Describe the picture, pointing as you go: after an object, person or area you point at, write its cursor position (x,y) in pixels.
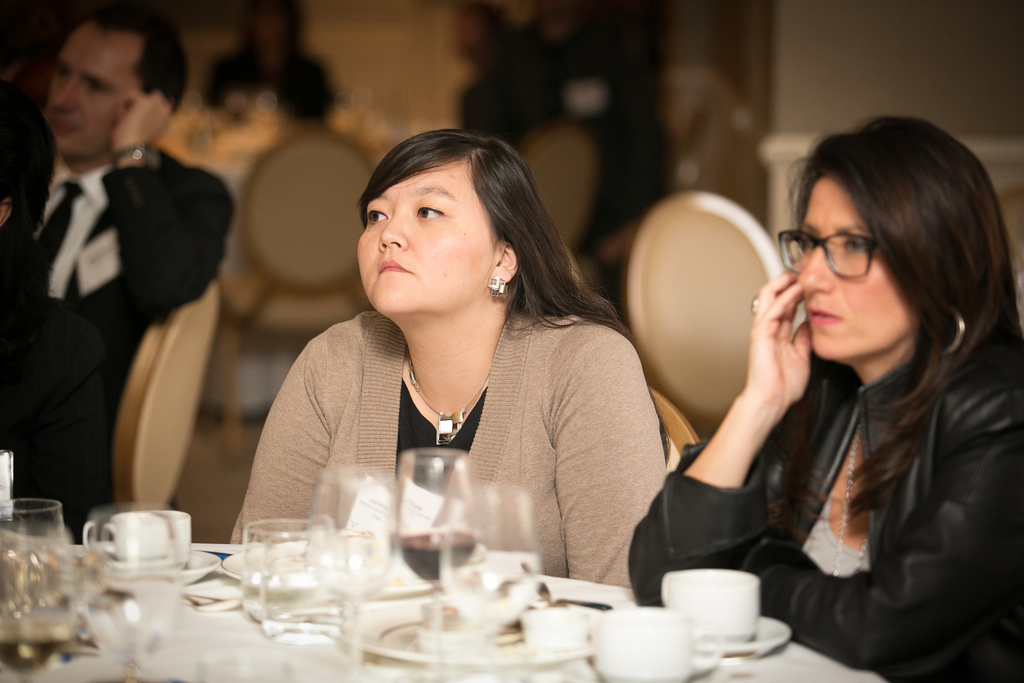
In the picture I can see two women (655,479) and men (160,207) are sitting on chairs (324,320). Here I can see a table (183,615) on which I can see some glasses (290,600), cups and other objects (533,643). The background of the image is blurred.
